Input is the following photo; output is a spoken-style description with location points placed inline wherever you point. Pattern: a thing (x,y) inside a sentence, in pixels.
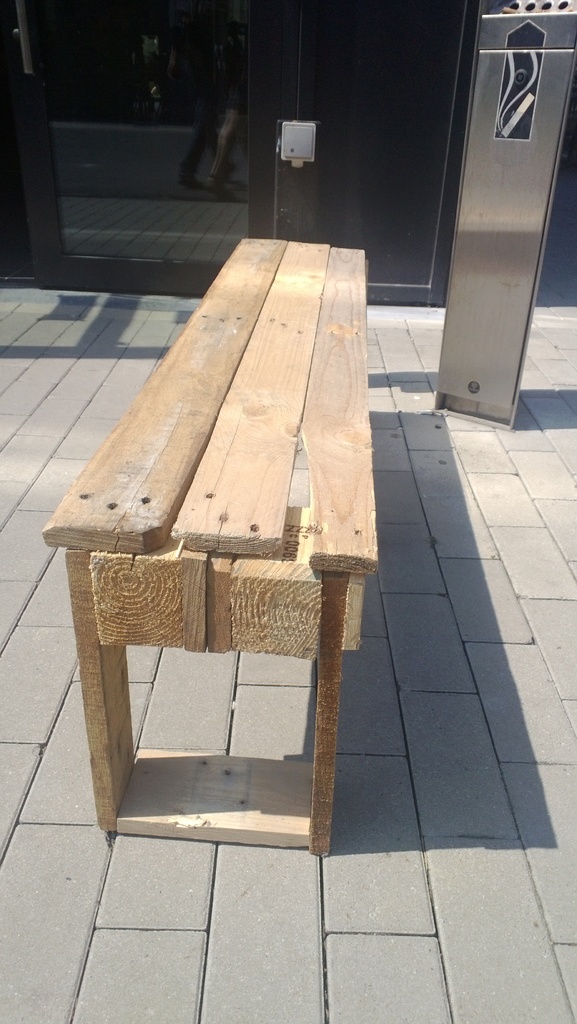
In this picture we can see a wooden bench (208,372) on a path (118,371) and in the background (160,105) we can see a glass door (198,164) and an ashtray bin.
